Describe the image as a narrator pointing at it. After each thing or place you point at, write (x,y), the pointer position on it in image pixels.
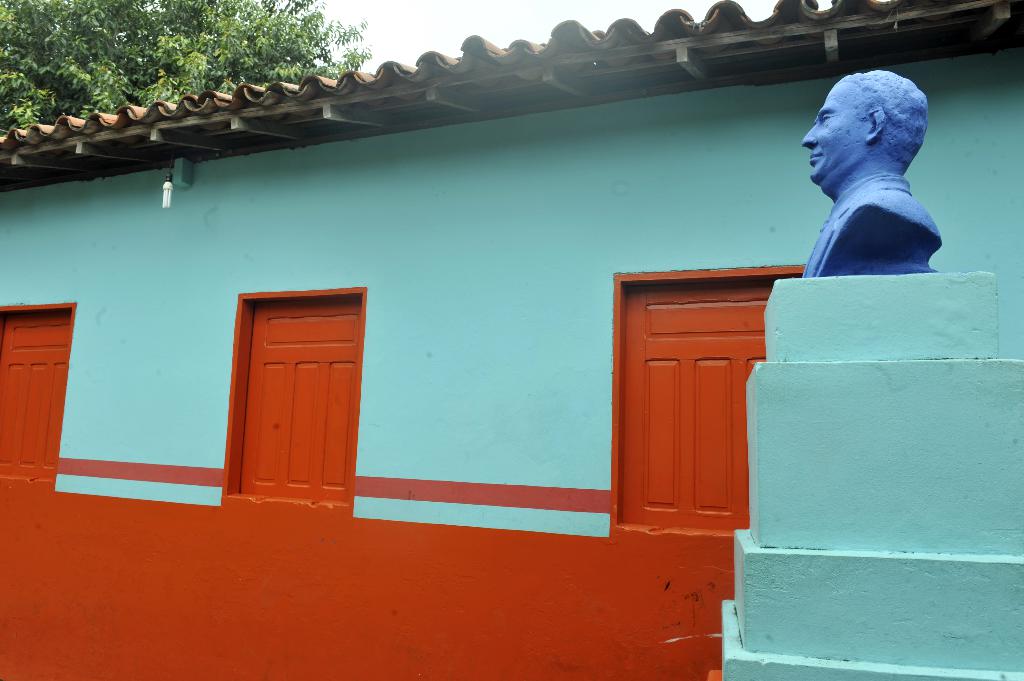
In this image On the right side (890,182), I can see a statue (869,226) on the wall (886,544). In the background (57,420), I can see the windows (347,450). At the top (169,182) I can see a light (166,179) hanging on the roof (426,98). I can also see a tree (172,59).
